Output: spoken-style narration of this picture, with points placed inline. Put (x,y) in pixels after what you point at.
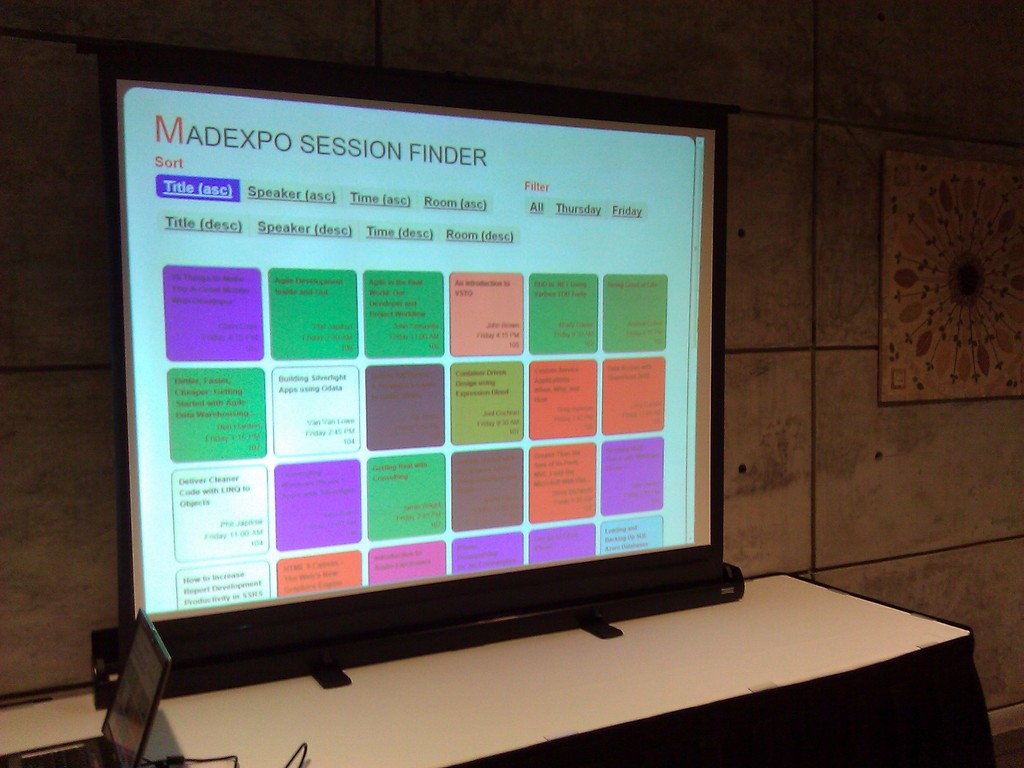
Here we can see a screen (582,418). This is a table (585,685). On the table (510,685) there is a laptop (130,698). In the background (52,141) we can see a wall (876,314) and a frame (993,295).
